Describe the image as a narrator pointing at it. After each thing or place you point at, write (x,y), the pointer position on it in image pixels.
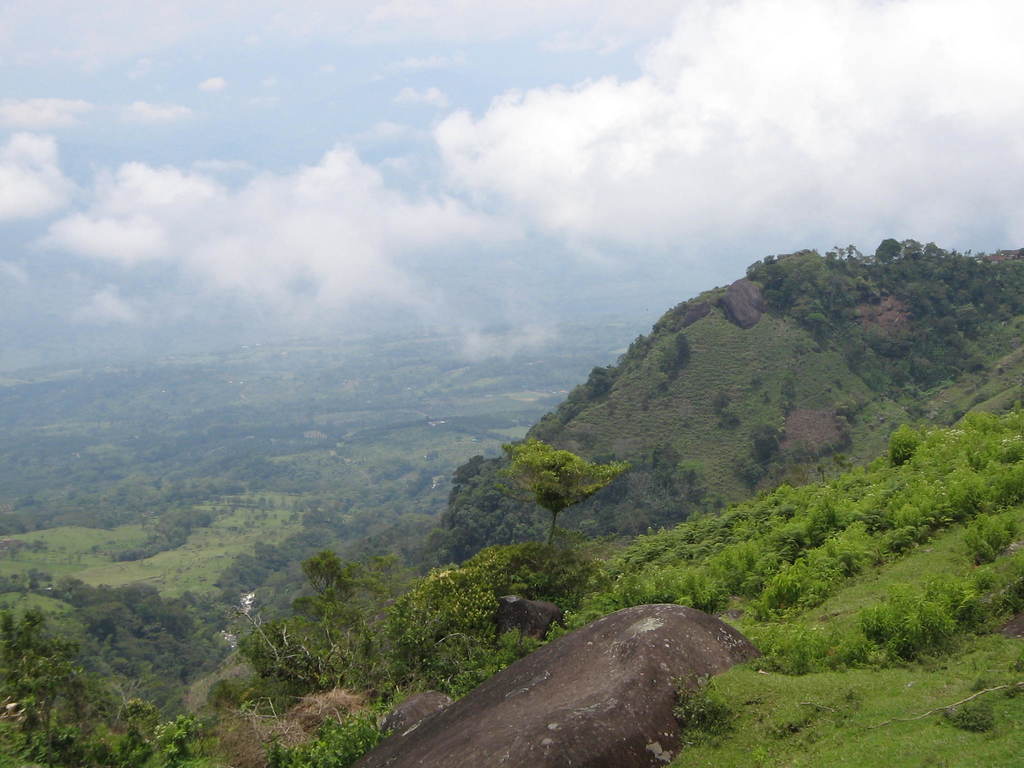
In this image there are rocks (660,645), plants (704,541). At the bottom of the image (810,715) there is grass (861,722) on the surface (879,717). In the background of the image (361,545) there are trees (318,422), clouds (429,32) and sky (380,47).
